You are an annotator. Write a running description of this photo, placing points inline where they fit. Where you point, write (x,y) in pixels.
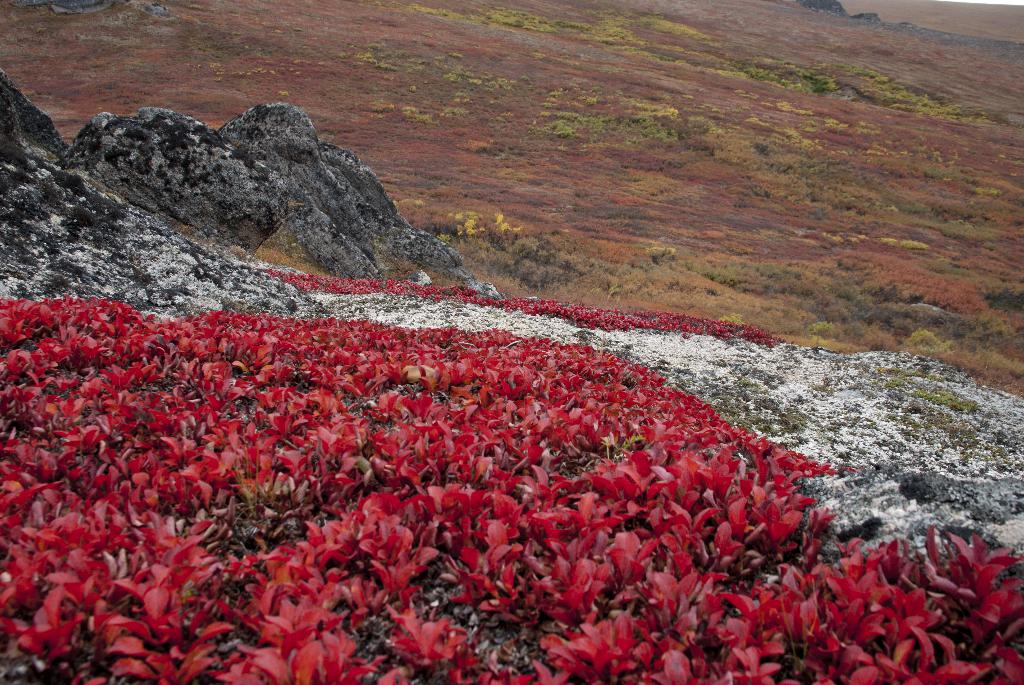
In this image we can see few red leaves (463,502), plants (554,463), grass (646,185) and few rock stones (312,162).
